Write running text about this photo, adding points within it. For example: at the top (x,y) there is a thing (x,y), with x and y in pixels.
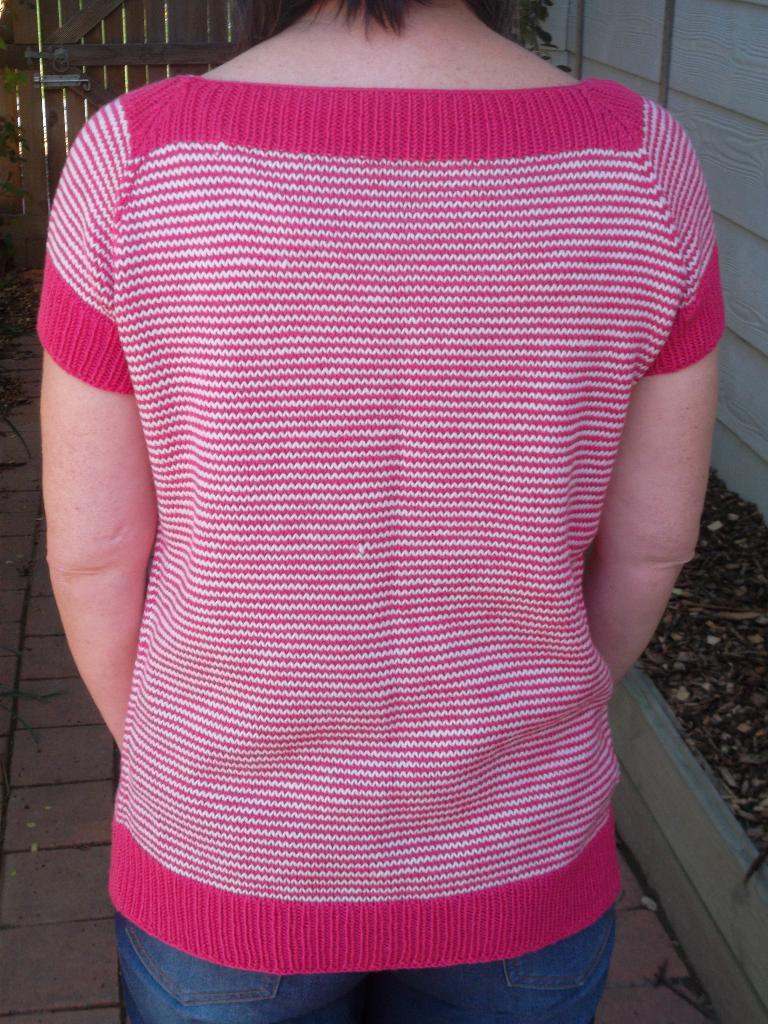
In the picture we can see a backside (114,237) of a woman (461,986) wearing a pink color woolen T-shirt (506,298) with White color lines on it and in front of her we can see a wooden stick wall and beside it we can see some brick path (686,1010).
